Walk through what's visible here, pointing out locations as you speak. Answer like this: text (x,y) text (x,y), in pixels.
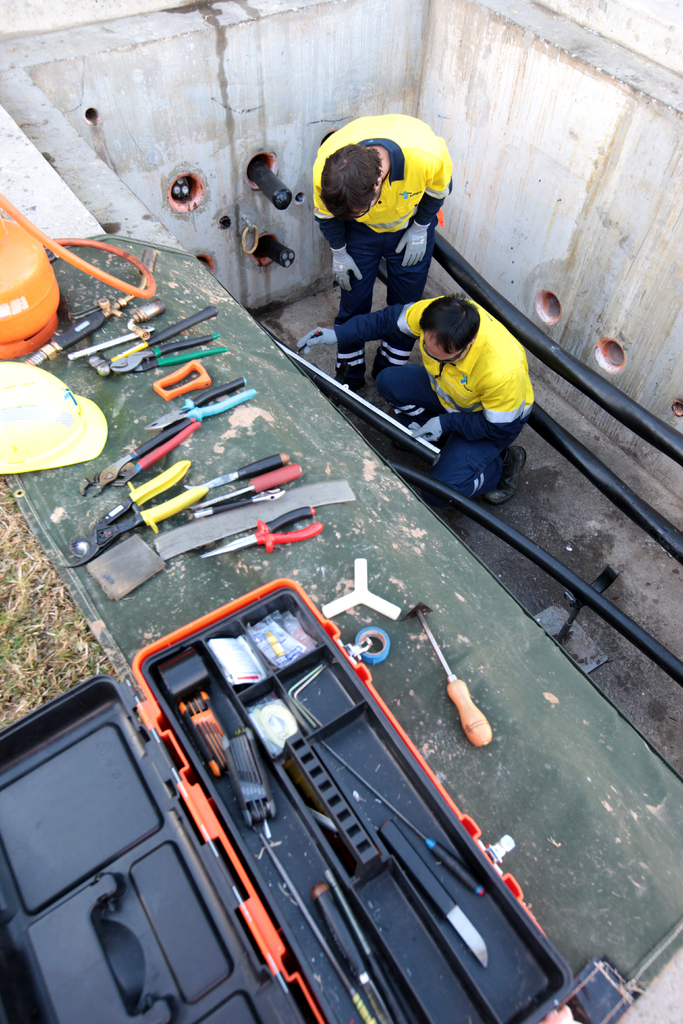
In this image there are two people (394,279), one of them is holding a pipe (399,429) in one hand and there is like a pen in the other hand (325,331), around them there is a wall (669,465) and pipes (646,418), on the wall (50,198) there are caps (17,444) and few mechanical objects (259,542), there is like a suitcase (316,853) with some objects (213,757) in it.
